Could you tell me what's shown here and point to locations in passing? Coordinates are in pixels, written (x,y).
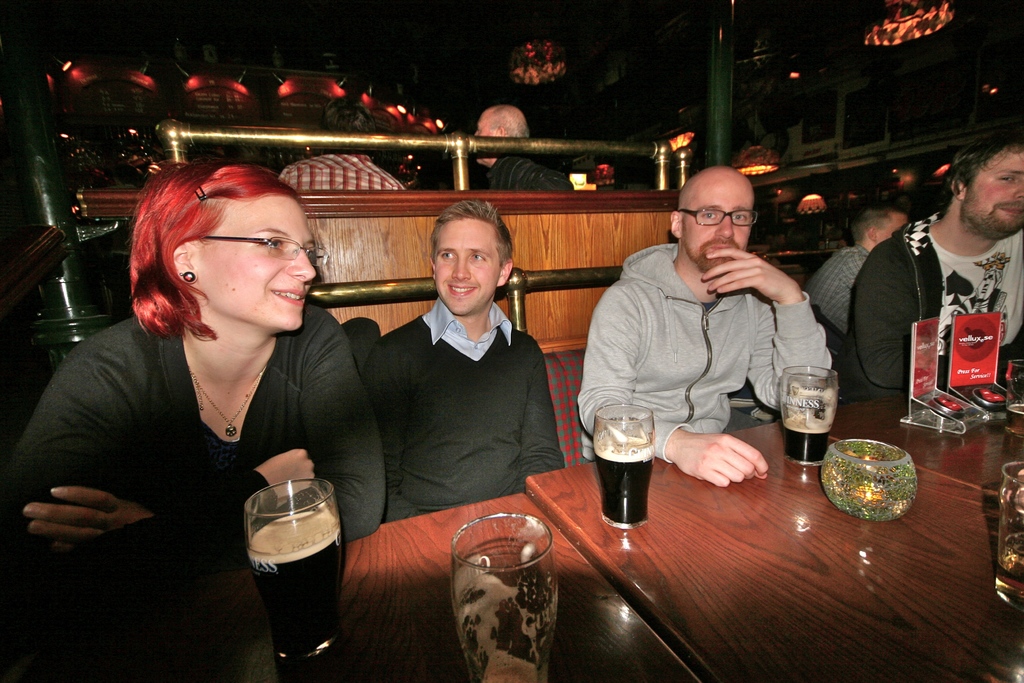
There are four members (786,332) sitting in the sofa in front of the table (539,479) on which some drink glasses (298,602) were placed. Three of them were men (465,343) and one of them was woman (190,431). In the background (312,175) there are some people (495,169) sitting and we can observe some lights (535,63) here.
